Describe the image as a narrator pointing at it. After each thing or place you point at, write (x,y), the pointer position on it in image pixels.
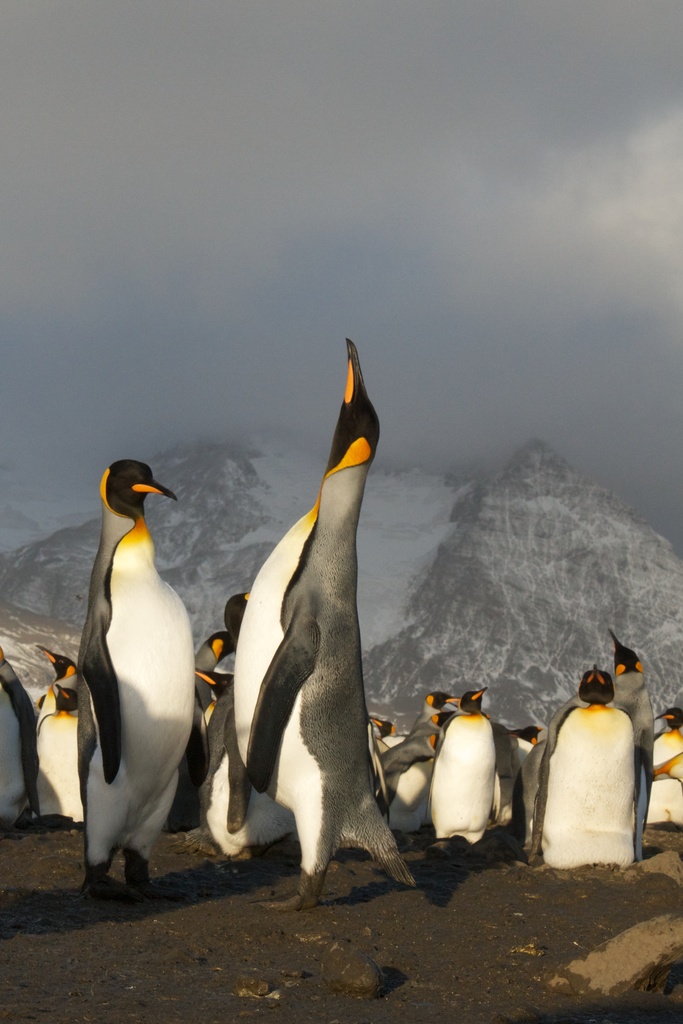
In this picture I can see penguins (617,793), there are snowy mountains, and in the background (321,332) there is the sky (380,275).
